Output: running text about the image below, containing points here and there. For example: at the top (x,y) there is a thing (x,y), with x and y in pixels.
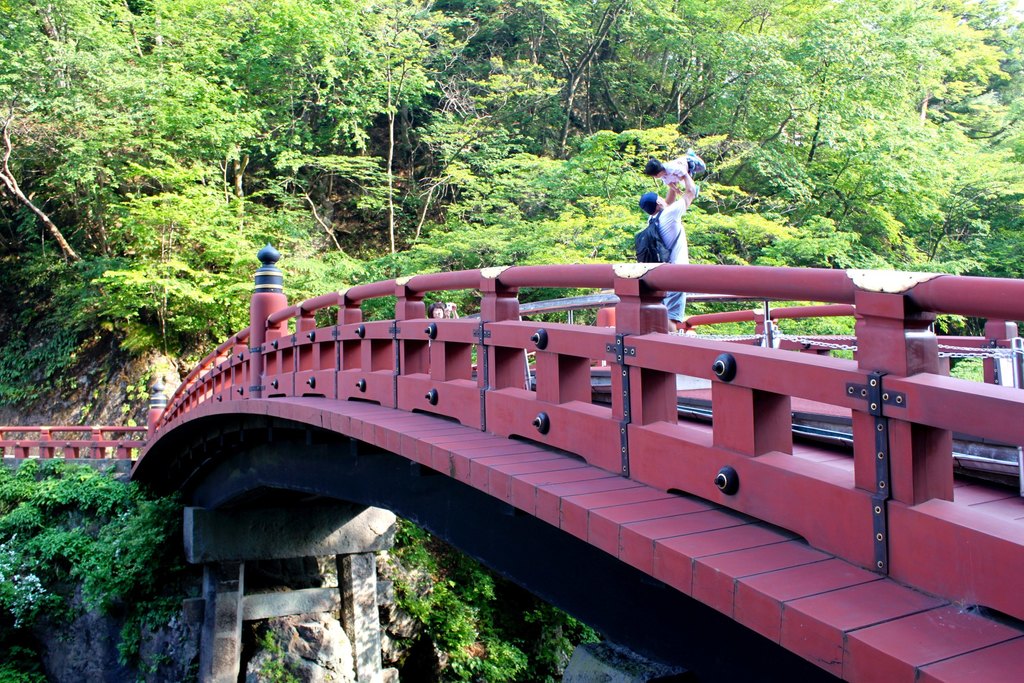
The man (676,260) in white T-shirt (676,234) who is wearing a black backpack (647,248) is standing on the bridge (640,328). He is playing with the baby (649,165). At the bottom of the picture (454,646), we see trees (151,565) and rocks (263,652). There are trees (507,187) in the background (574,154).
